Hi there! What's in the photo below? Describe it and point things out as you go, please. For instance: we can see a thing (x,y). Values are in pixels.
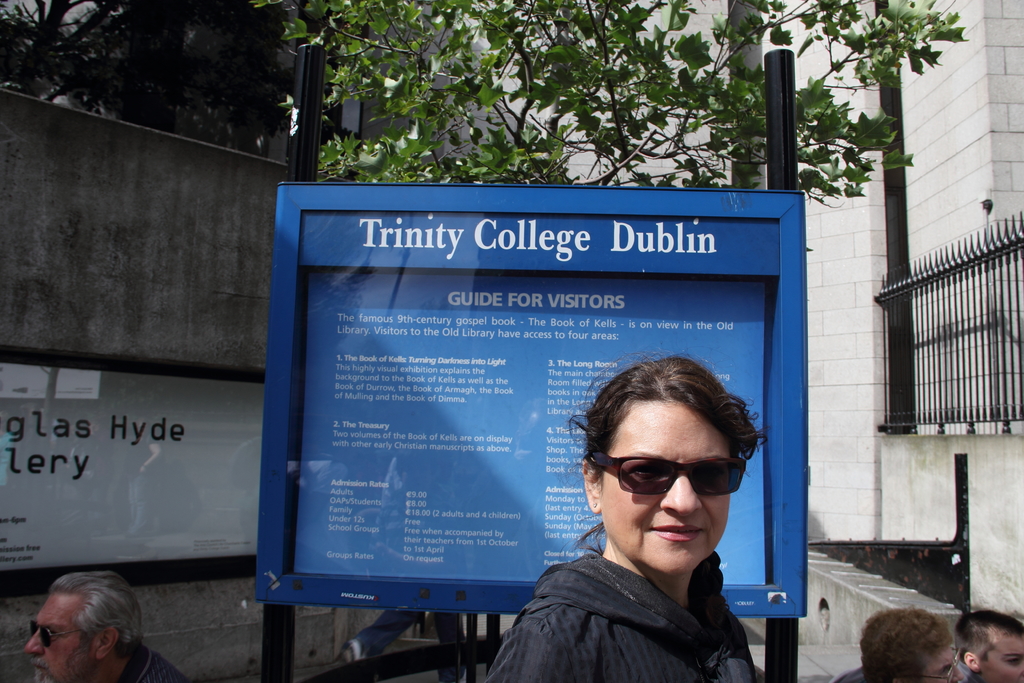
At the bottom of this image (646,589) I can see a woman (622,642) wearing black color dress (614,643), goggles (630,478), smiling and giving pose for the picture. Beside her I can see few men (91,652) and at the back of her I can see a blue color board (368,489) on which I can see some text (418,499). On the right side (828,440) there is a building (844,372) along with the fencing (969,360). On the left side (65,238) there is a wall (109,291) to which I can see a banner (141,418) also there are some trees (462,107).
